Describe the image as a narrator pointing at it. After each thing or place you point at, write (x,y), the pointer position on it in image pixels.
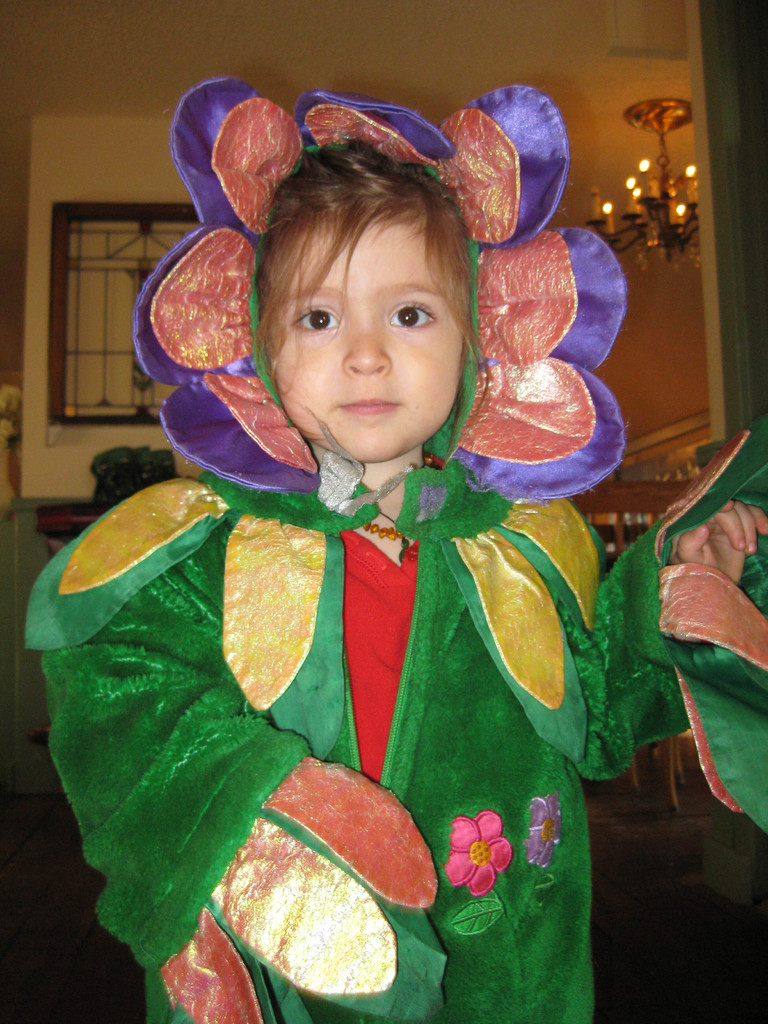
In the picture I can see a child (271,820) wearing green color different costume (318,774) is standing here. In the background (76,418), we can see the chandelier (676,254) and the wall (44,443).
